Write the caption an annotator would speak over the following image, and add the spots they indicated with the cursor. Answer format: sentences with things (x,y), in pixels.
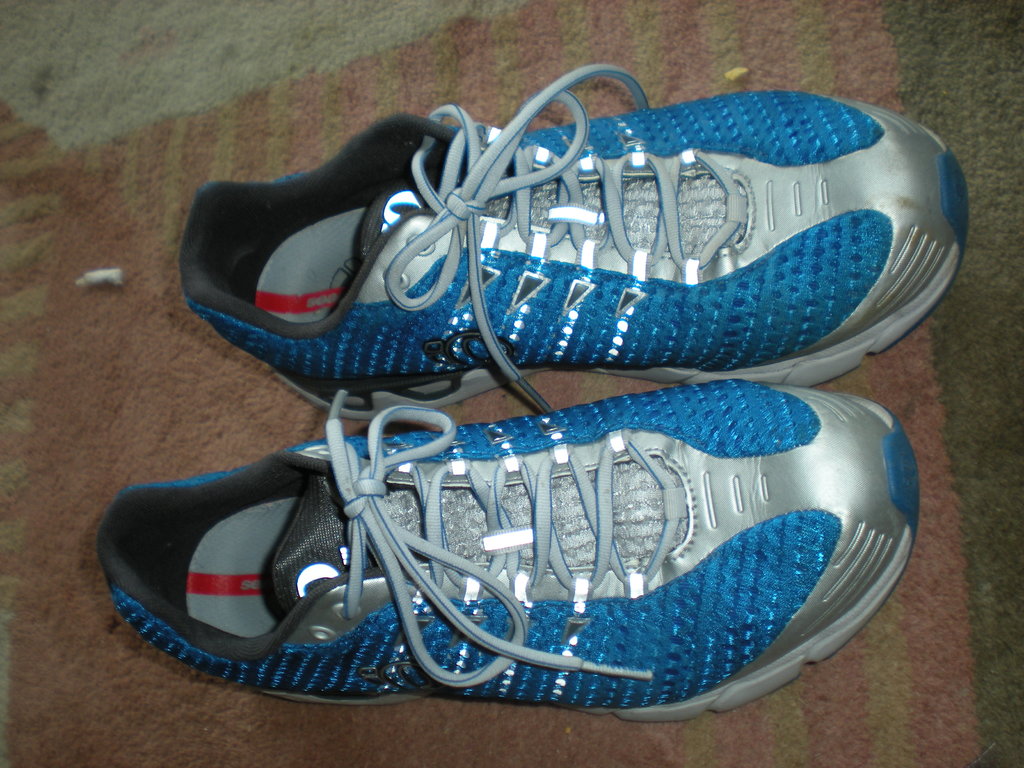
In this image I can see a pair of shoe (632,423) which are blue and silver in color.
